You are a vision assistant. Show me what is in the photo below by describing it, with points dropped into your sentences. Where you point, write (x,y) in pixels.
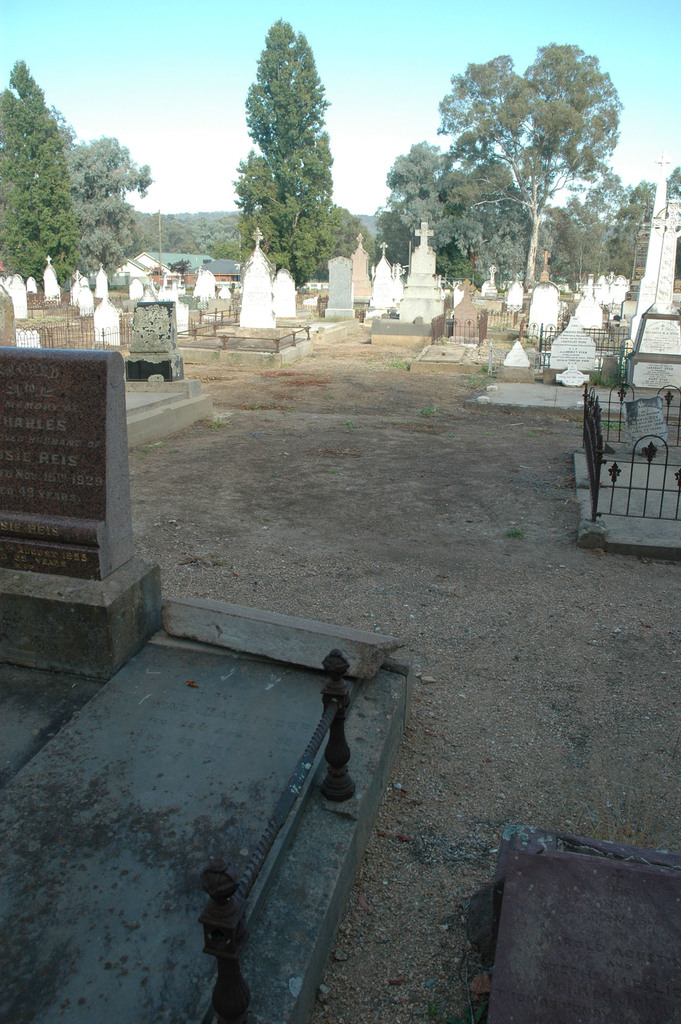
In this image we can see the graveyard (620,464), metal barricades (333,760), cross (419,235). In the background (575,247), we can see a group of trees (245,254) and the sky (298,28).
